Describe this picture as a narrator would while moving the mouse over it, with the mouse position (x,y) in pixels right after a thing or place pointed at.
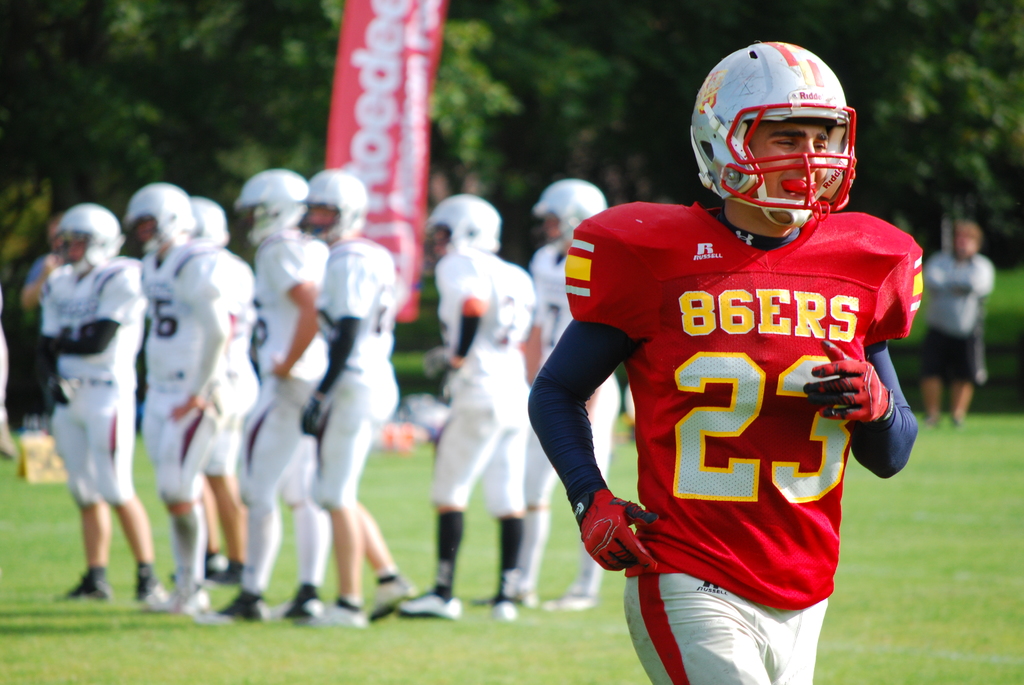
In this image I can see a person (669,380) wearing red, black and white colored dress (680,403) is standing. In the background (225,403) I can see few persons (284,428) wearing white colored dresses (377,389) are standing, a banner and few trees (526,91) which are green in color.
